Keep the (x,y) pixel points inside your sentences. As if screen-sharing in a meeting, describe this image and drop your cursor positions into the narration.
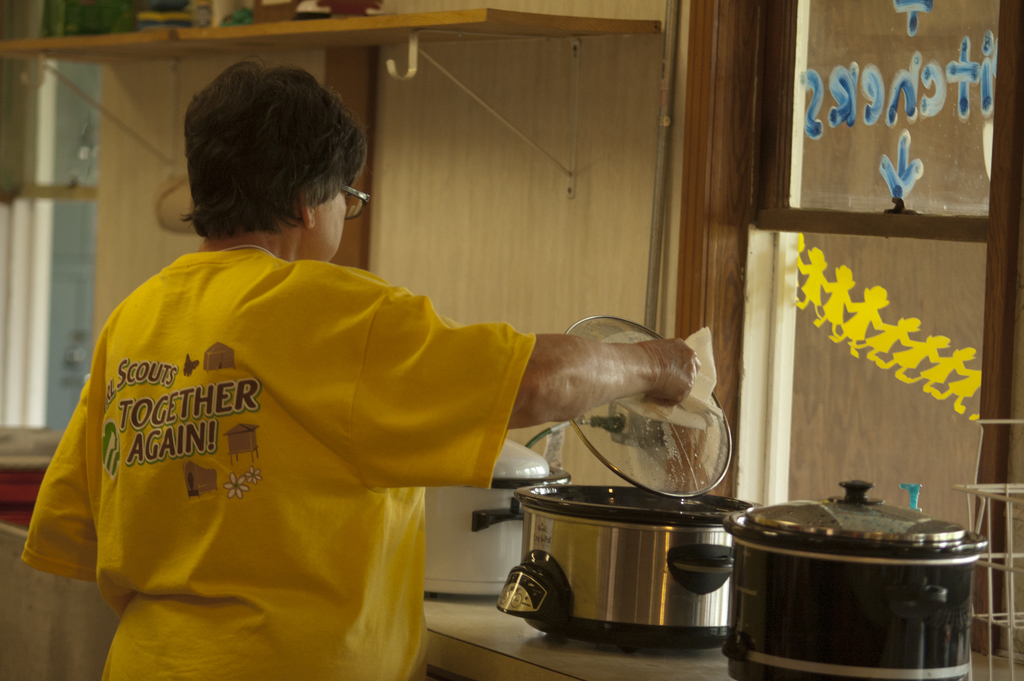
On the right side of the image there is a table (575,656). On the table (986,655) we can see vessels (735,540) with lid (861,486), window (823,211), glass (826,122). In the center of the image (390,366) a lady (273,460) is standing and holding a lid (642,431) with cloth (696,390). In the background of the image (448,223) we can see wall (408,182) and some objects (225,9), shelf (214,35).
